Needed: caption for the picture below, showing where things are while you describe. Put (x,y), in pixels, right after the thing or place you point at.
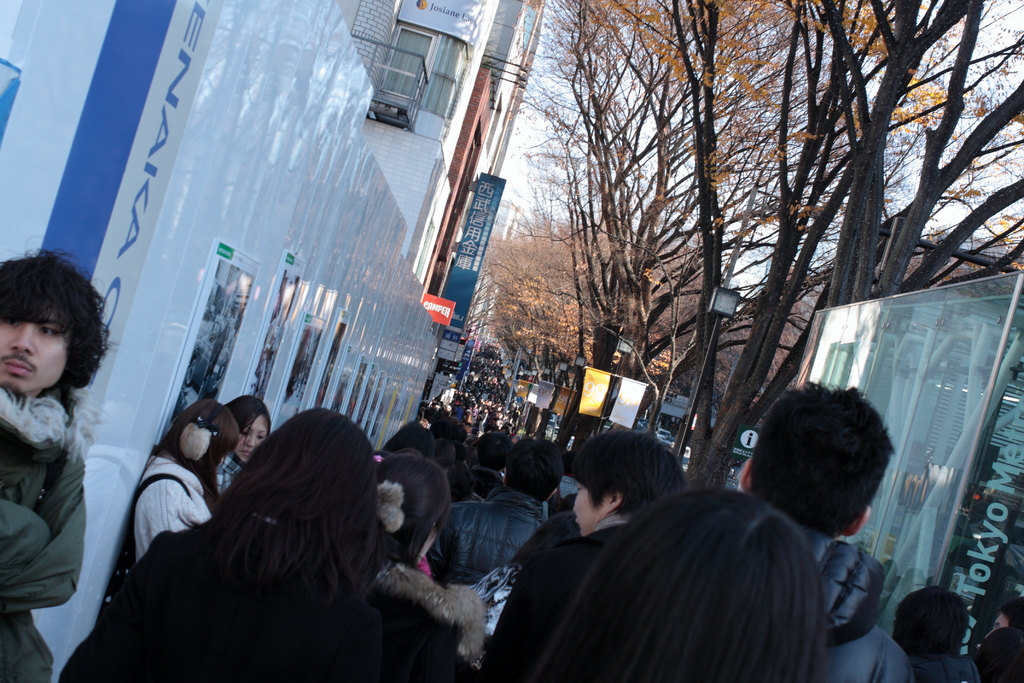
At the bottom of the image (426,537) a group of people (501,460) are there. In the background of the image (571,270) we can see buildings (379,159), windows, boards (489,234), electric light poles (729,312), trees (723,343). At the top of the image (549,67) there is a sky (514,183).
